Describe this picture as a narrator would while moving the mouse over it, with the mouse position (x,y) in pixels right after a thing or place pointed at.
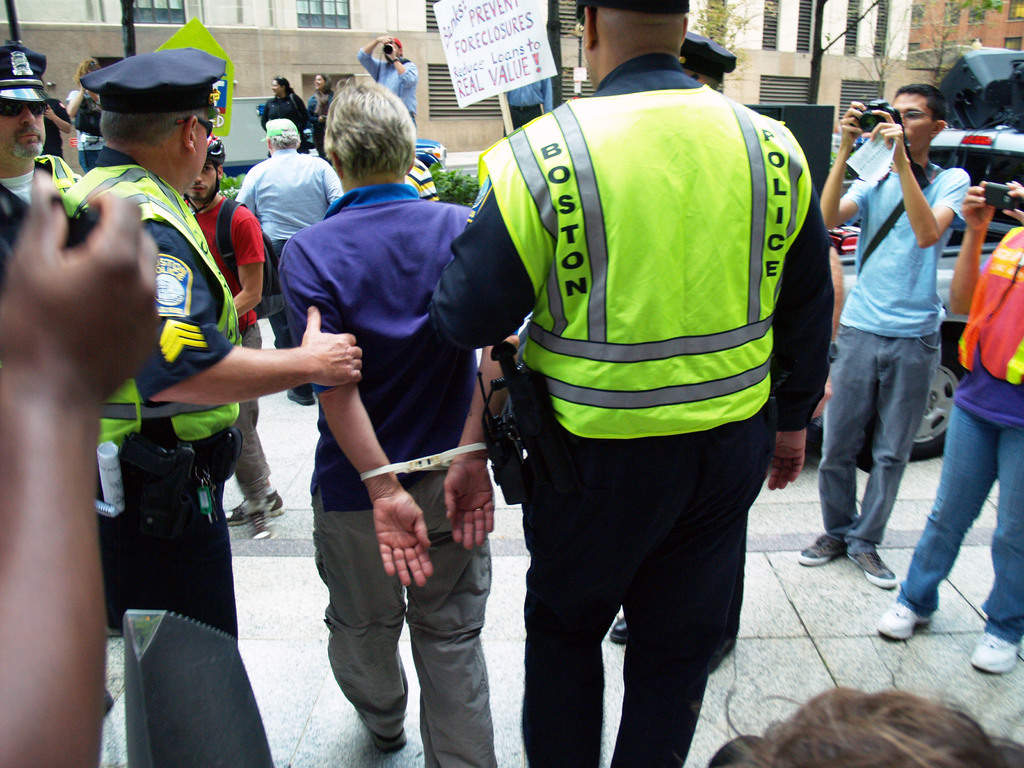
In this image we can see some people (964,411), some vehicles (974,163), some objects (805,119) are on the surface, some buildings (437,41), some poles (505,96), some trees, one white board (488,39) with text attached to the pole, some people (940,205) are standing and taking photos and some people (901,228) holding some objects (879,156). Two police officers (806,192) are arrested one man (482,712) and walking.
